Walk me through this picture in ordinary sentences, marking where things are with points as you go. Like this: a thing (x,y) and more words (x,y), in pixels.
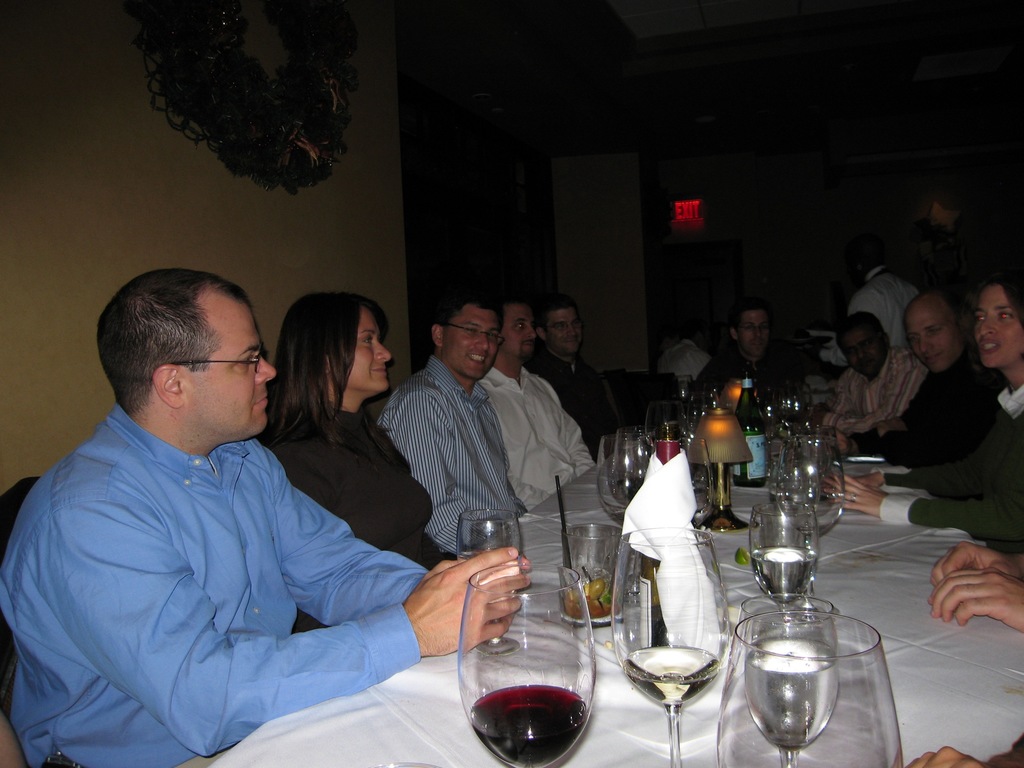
Here group of people (36,733) are sitting on the chairs (646,407) around the dining table (941,663) and there are wine glasses (572,701) on this table (938,678) on the left side of an image (311,642) there is a man (301,642) wear shirt (330,583) beside of him there is a woman (383,548) and in the right side of an image (988,504) there is a woman (987,434) is talking.
